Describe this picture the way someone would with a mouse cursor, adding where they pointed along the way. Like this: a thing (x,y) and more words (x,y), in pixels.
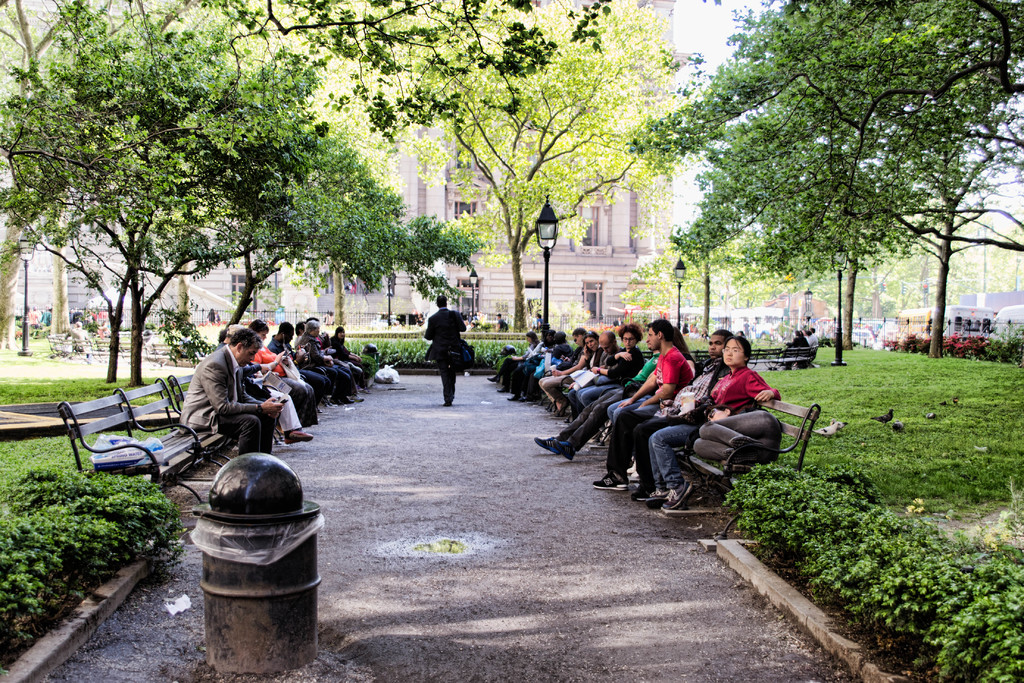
In the bottom left of the image (269,588) we can see one dustbin (253,594). On the dustbin (271,619), we can see one black color object (279,499). And we can see a few people (553,450) are sitting on the benches (597,436) and one person (452,387) walking on the road (426,384). In the background (461,121), we can see the sky (701,152), trees (919,296), poles (841,304), plants (903,589), grass (925,472), benches (163,388), one traffic light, one building (461,284), windows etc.
